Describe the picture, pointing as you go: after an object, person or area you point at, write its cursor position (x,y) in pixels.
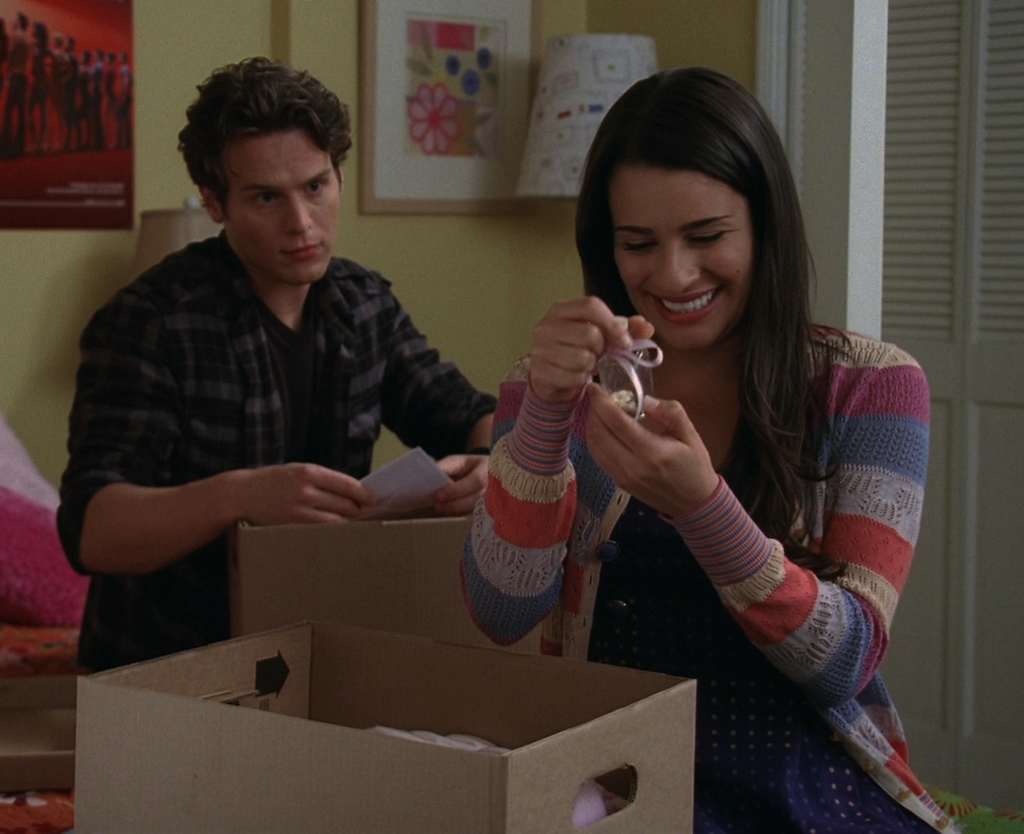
At the bottom of the image (277,776) we can see some boxes (583,749). Behind the boxes (276,818) two persons (223,193) are standing and holding something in their hands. Behind them there is wall (639,8), on the wall (567,29) there is a frame (492,19) and poster (27,5) and there are some lamps (578,143).
